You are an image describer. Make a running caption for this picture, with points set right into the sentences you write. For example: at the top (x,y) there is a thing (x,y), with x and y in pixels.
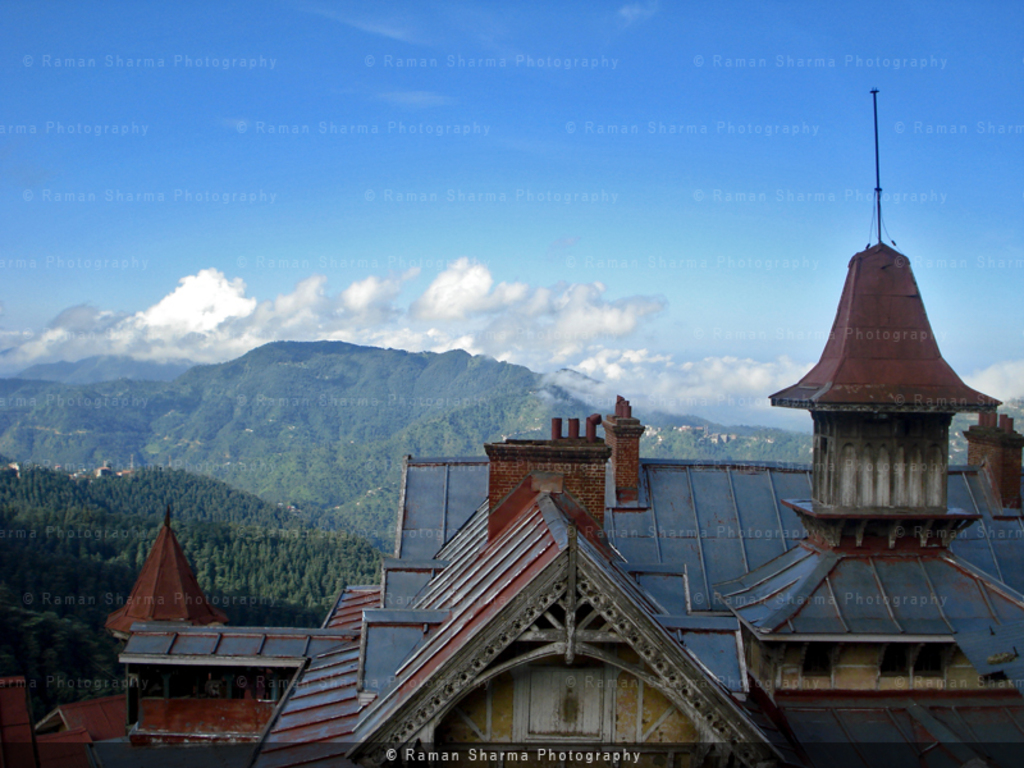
In the image we can see the roof (483,624) of the house (460,613), mountain (285,491), trees (332,557) and the sky (495,288). We can even see the watermarks (451,753).
